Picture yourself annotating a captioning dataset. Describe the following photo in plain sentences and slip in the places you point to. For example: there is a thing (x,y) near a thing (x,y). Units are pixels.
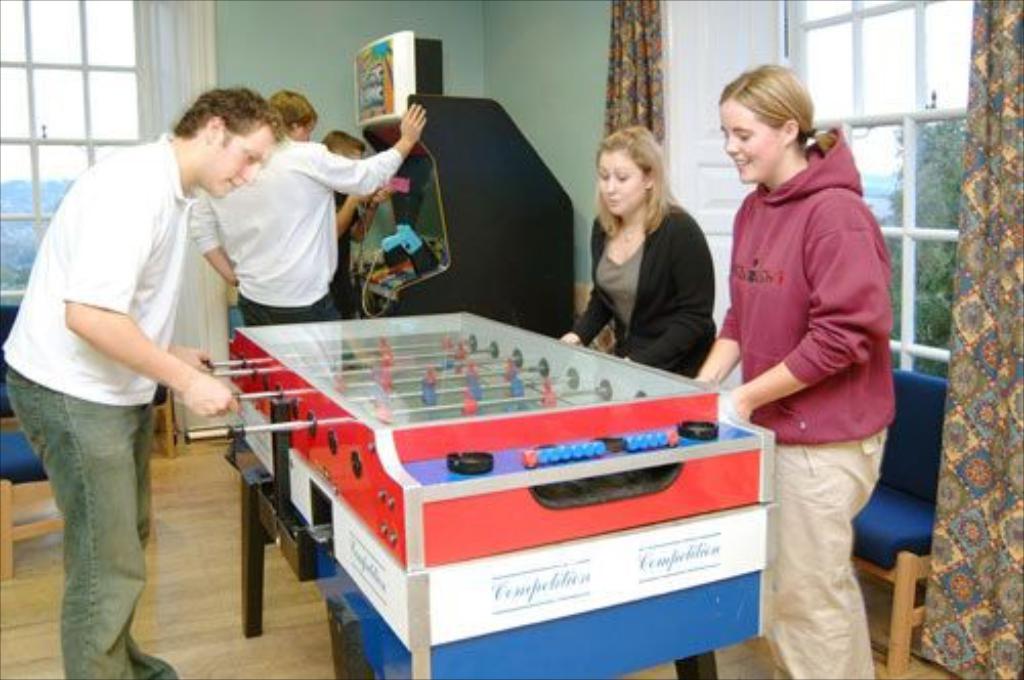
In the center of a picture there are three persons (669,252) playing foosball (422,445). On the right (1005,391) there are curtains (940,494), chair (906,439), window (907,116), outside the window (927,209) there are trees (952,157). In the center of the background (472,216) there is a person (370,200) playing video game and there is a person (334,188) standing beside it. On the left (119,60) there are curtain (170,82), chair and window (39,166), outside the window (38,216) there are some objects (8,248).
